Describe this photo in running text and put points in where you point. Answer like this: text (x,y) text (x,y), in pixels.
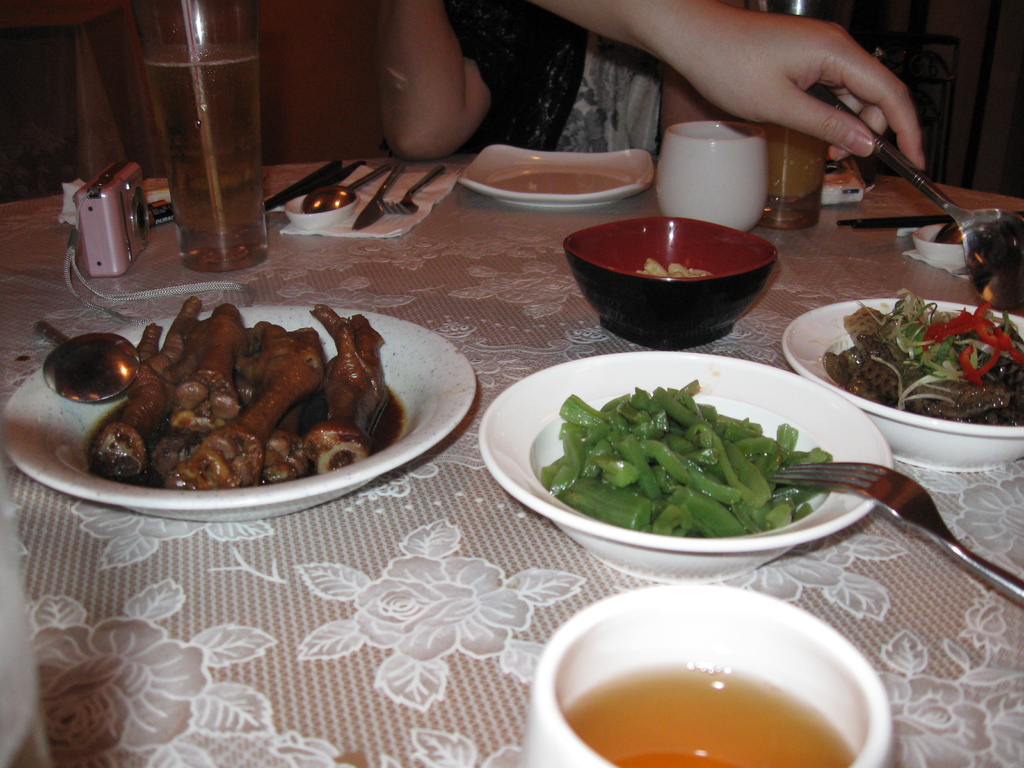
In the foreground of this image (242,655), there is food (570,495) in the bowls (829,416), a liquid substance (682,730) in a cup (600,725), a black bowl (651,311), glass (205,249), camera (144,239), tissues (420,204), forks (403,200), knife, spoons (329,198), platter (650,168), mug (681,167), bottle (788,160) are on the table (364,625) and we can also see a person hand (821,104) holding a spoon (911,174) and a person (551,117) sitting in front of a table (524,235).
